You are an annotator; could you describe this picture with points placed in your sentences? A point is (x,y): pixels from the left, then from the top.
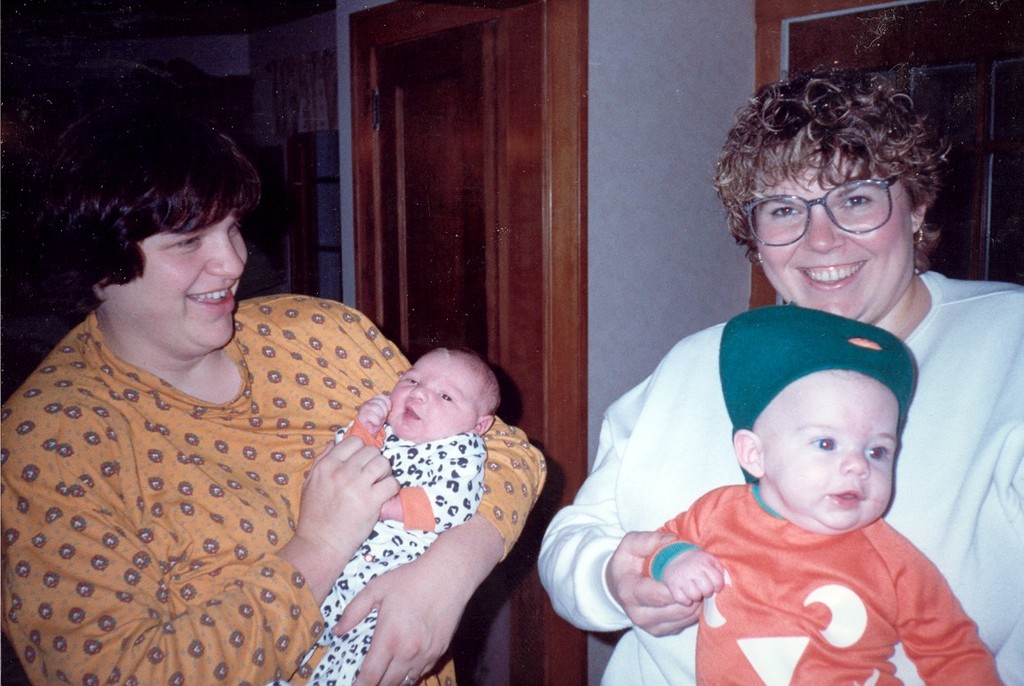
In this picture there are two people (504,479) standing and smiling and holding the kids (854,607). At the back (459,154) there is a door (542,58) and there is a window (1005,194). On the left side of the image (301,94) it looks like a curtain (313,91).
